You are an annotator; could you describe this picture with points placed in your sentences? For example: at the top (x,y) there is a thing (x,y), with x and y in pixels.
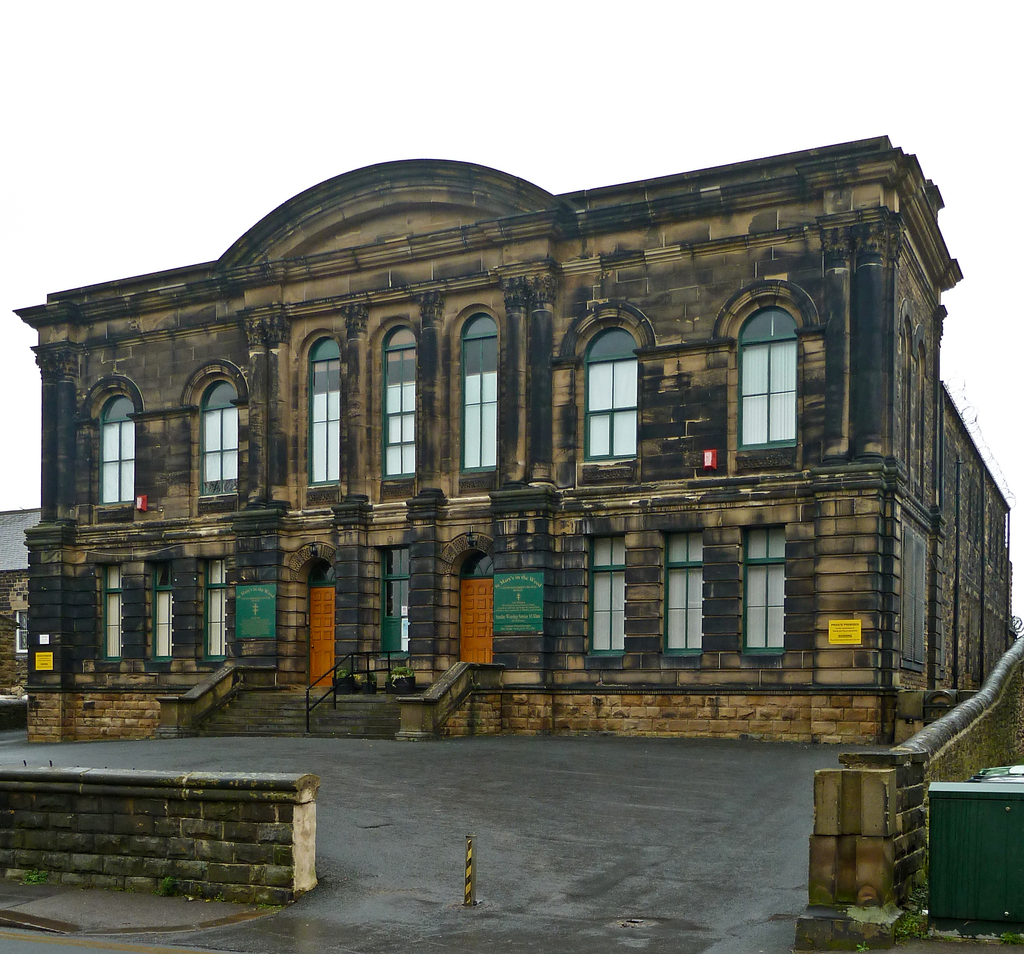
In this image we can see there is a building (567,605). In the background (788,71) there is a sky (789,53).
